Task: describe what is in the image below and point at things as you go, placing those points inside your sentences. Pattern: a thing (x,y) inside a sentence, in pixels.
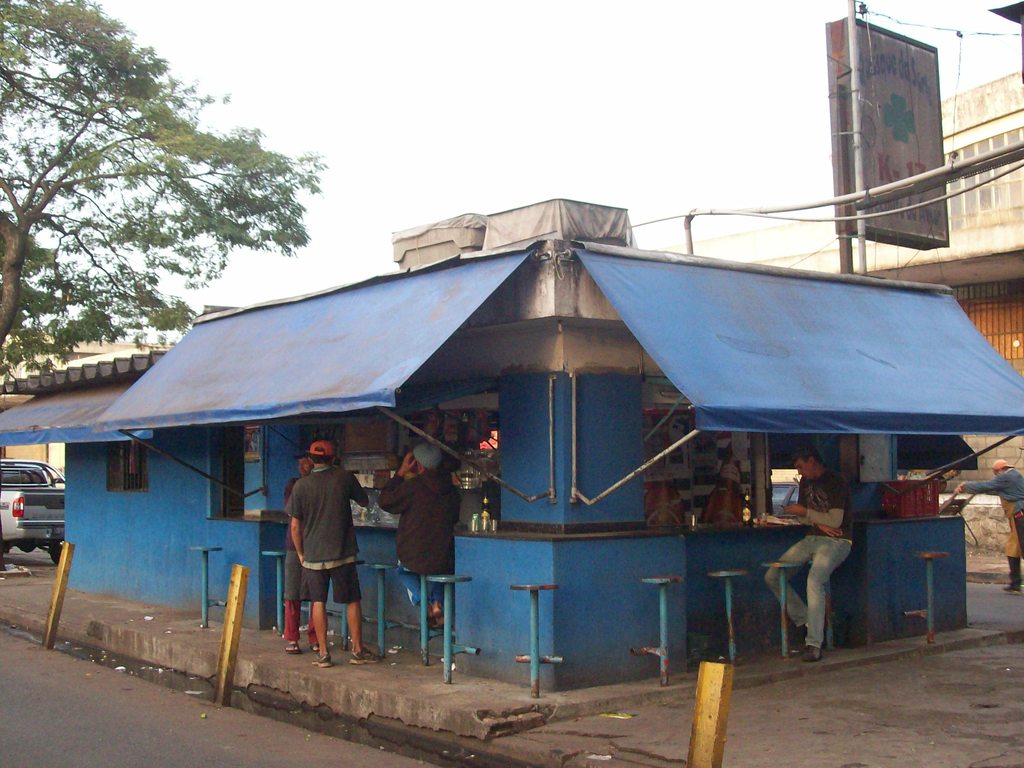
At the center of the image (645,456) we can see there is a stall (473,447). In front of the stall (629,518) there are a few people (446,515) standing and one person (832,573) is sitting. On the right side of the image (1002,487) there is a person (1012,543) holding a trolley (963,502) and walking on the road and there is a building (987,288). On the left side of the image (25,521) there is a car (33,512) parked beneath the tree (52,252). In the background (401,123) there is a sky (497,117).
